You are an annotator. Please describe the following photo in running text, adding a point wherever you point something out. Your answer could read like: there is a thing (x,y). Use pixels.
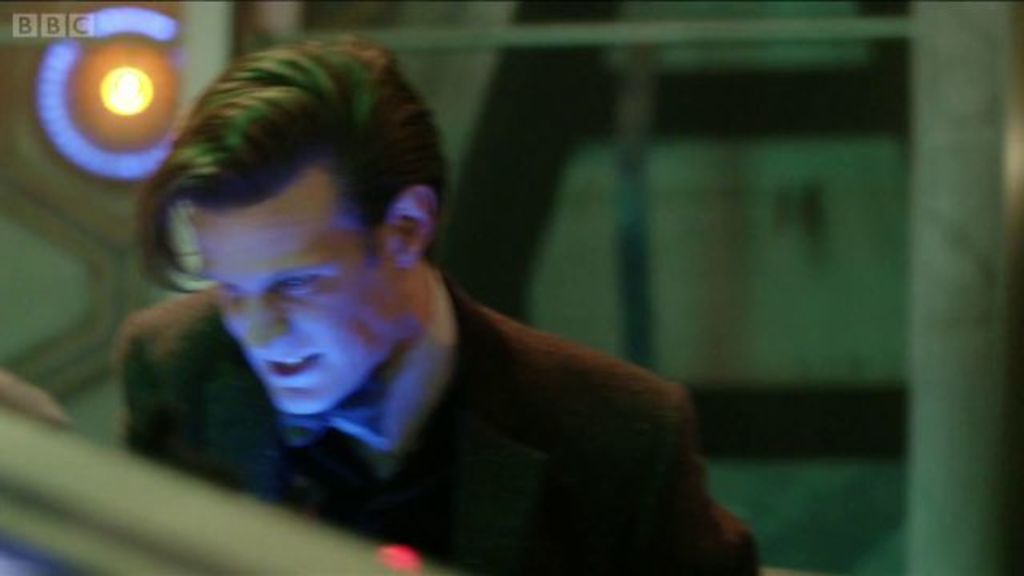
In this image there is a man (508,480) standing wearing suit (586,421). In the background (117,82) we can see a light (113,95).
